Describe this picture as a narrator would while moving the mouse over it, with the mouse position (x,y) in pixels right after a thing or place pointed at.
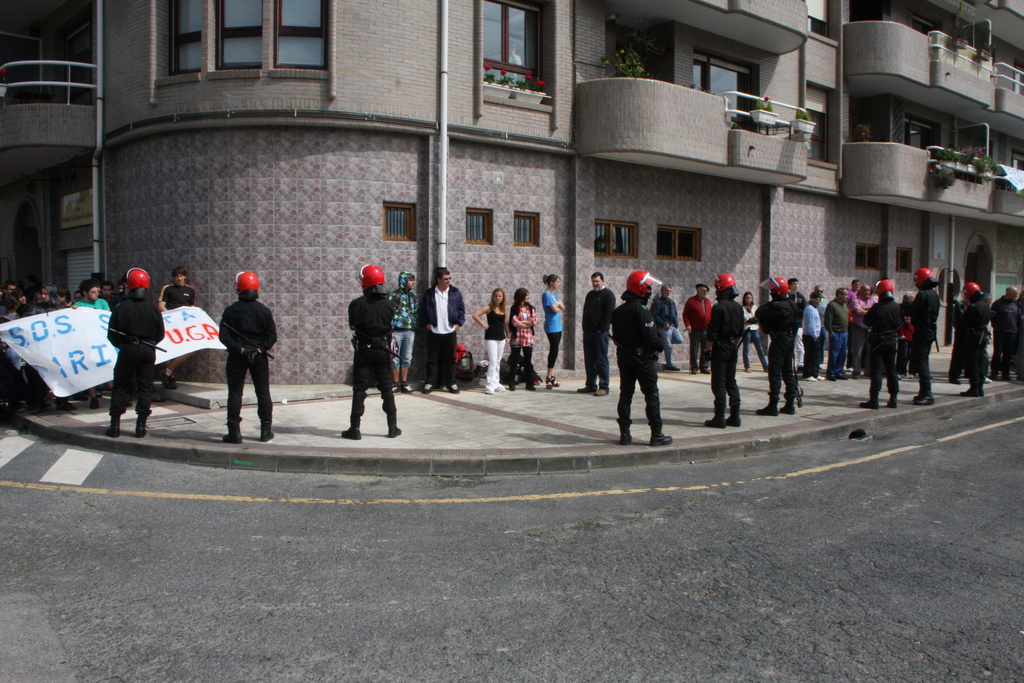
In this image there is a road (497,498) at the bottom (319,522). There is a building (531,182) with doors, windows (936,130), potted plants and people (128,349) in the background (395,343).
